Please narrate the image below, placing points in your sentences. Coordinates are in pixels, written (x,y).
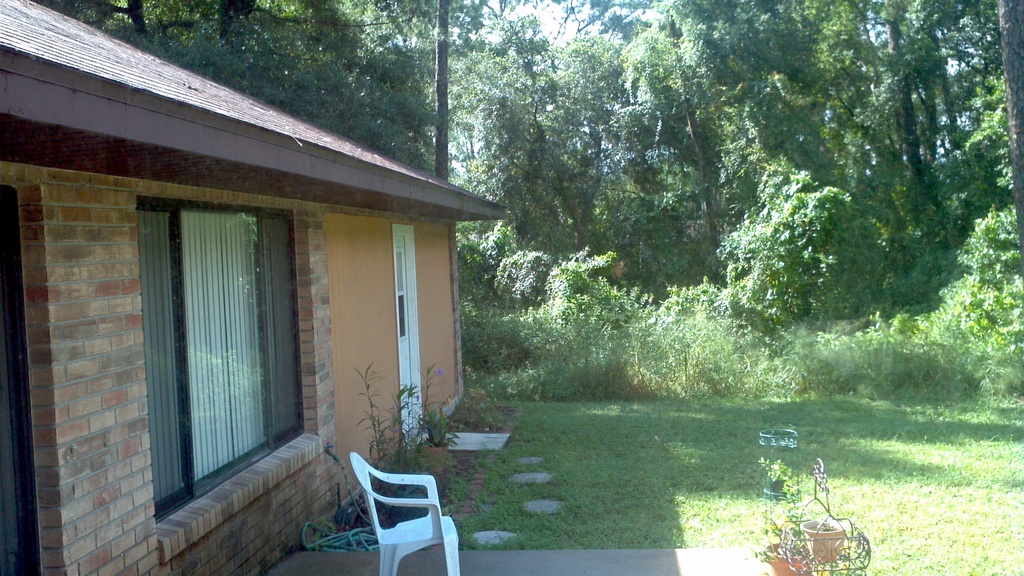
In this image we can see a house (188,406) with glass windows (188,332), doors (409,327) and some other objects (304,531). In front of the house (121,396) there are some plants (798,561), grass (711,494) and other objects (847,522). At the bottom of the image (756,569) there is a chair (360,490), floor (646,559) and plants (773,543). On the right side of the image (877,494) there is the grass (818,440). In the background of the image (588,176) there are some trees (671,194), plants (691,317) and the sky (631,19).
